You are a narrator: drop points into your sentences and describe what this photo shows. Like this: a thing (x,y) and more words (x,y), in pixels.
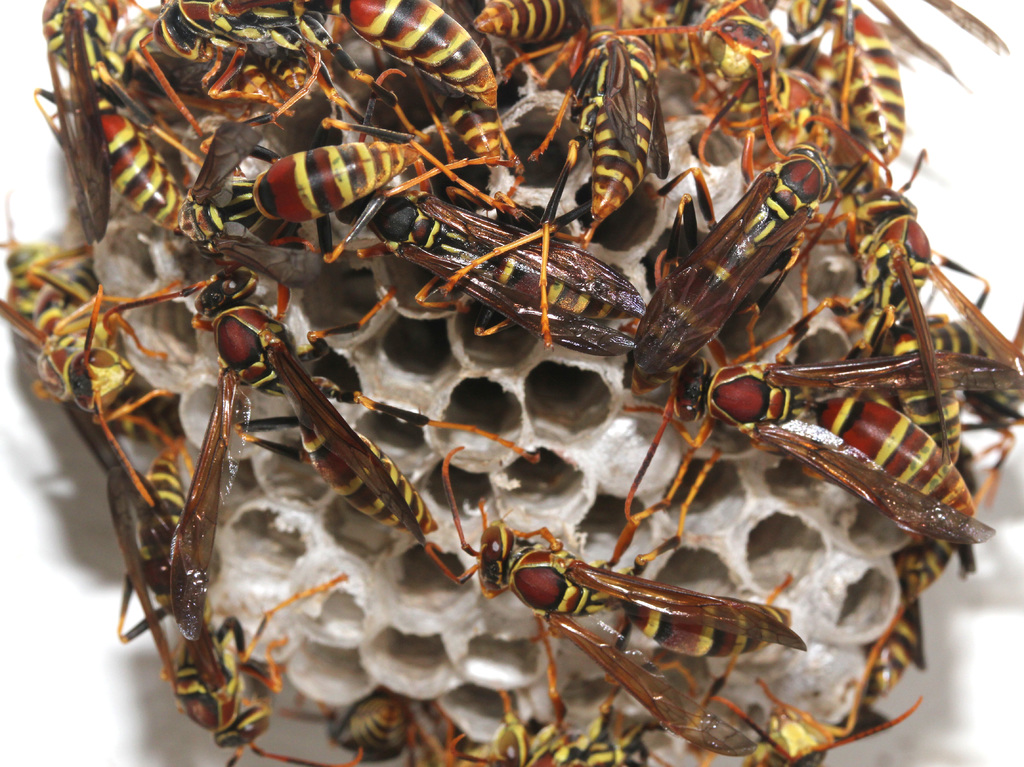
In the center of this picture (444,324) we can see a wasp nest (372,590) and we can see many number of wasps (623,334) on the wasp nest (575,670).
